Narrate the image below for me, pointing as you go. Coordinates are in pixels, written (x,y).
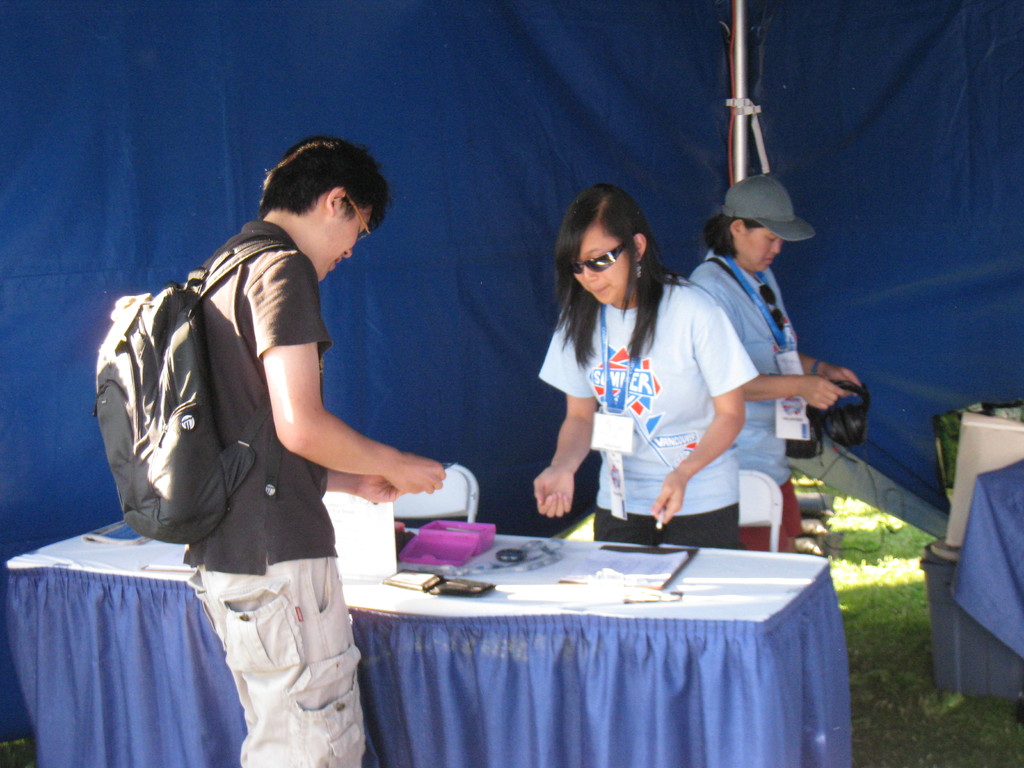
In this picture i could see three persons (588,389) one of the person (268,416) is wearing a back pack (146,309). He is wearing a black shirt (233,386) and a grey colored short (304,640) standing near by the table (409,590) and watching some thing (433,528) on the table (472,566). Beside the table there is other girl (609,387) standing she is having a goggles (609,251), she is wearing a white t shirt (699,361) and a black short (702,520). At the back of her the other lady (746,284) having a cap (797,232) holding some stuff (852,413) in her hand (850,379) in the back ground (638,162) i could see a blue colored tent (489,117) and on the floor (895,569) there is a grass (889,555).
